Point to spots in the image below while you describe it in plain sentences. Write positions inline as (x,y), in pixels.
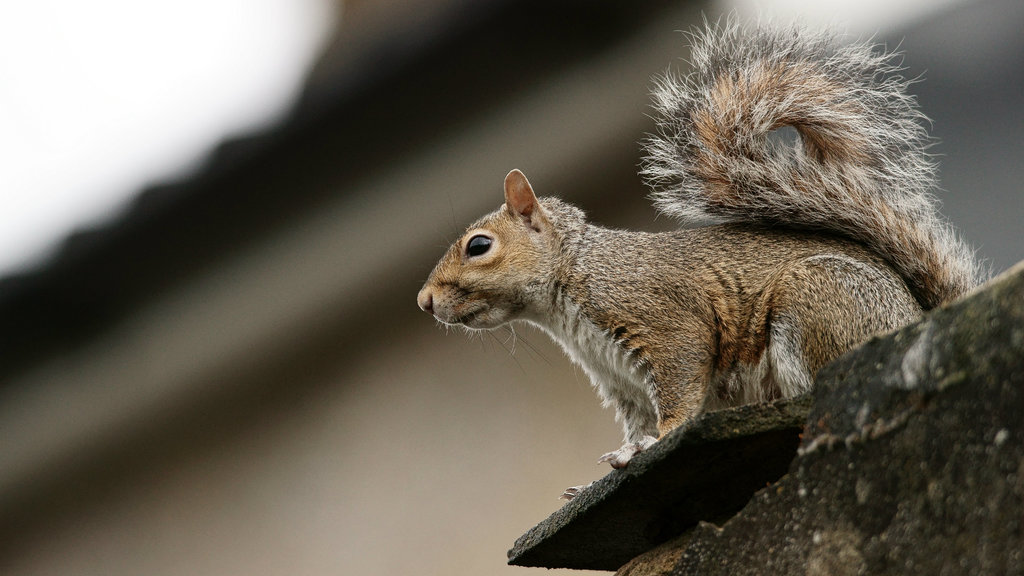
In this image I can see an animal (825,360) in brown color and I can see the blurred background (53,198).
